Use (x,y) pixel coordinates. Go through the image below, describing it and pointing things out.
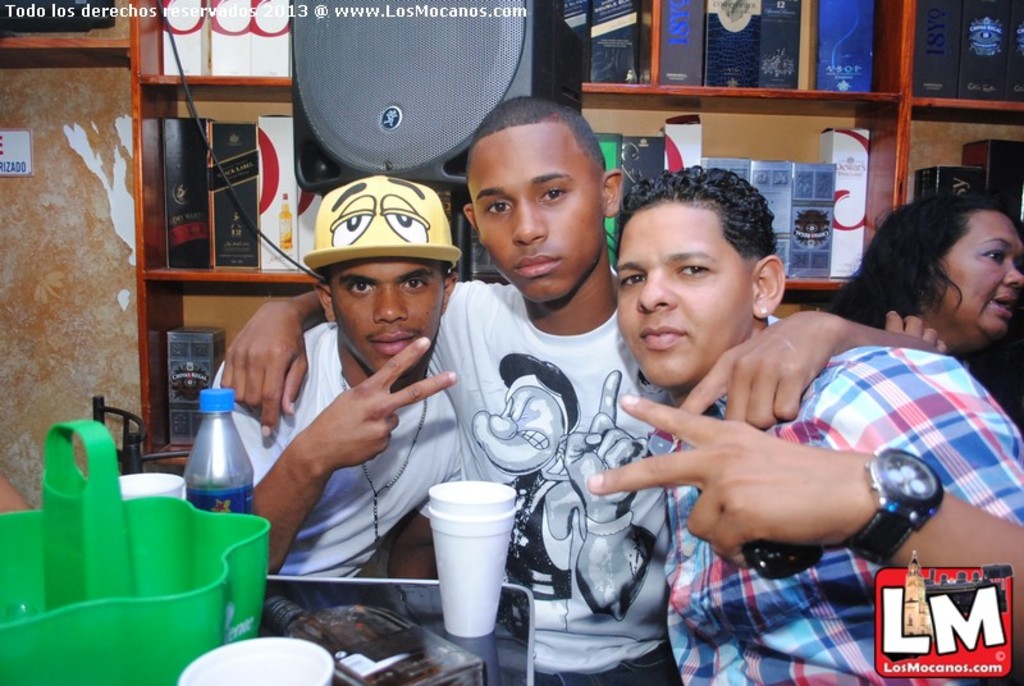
they are group of people (330,567) standing together behind them there is a shelf (132,17) with the alcohol bottles (944,80) in it.
